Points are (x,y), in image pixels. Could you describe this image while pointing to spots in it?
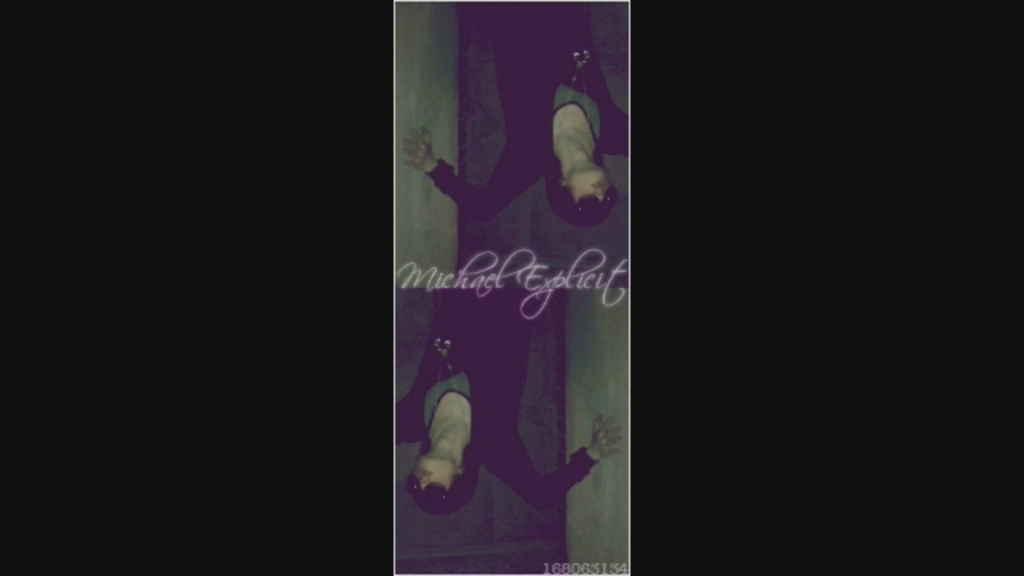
This is a collage image of a person (466,331). At the center of the image (475,286) there is some text (475,283).
